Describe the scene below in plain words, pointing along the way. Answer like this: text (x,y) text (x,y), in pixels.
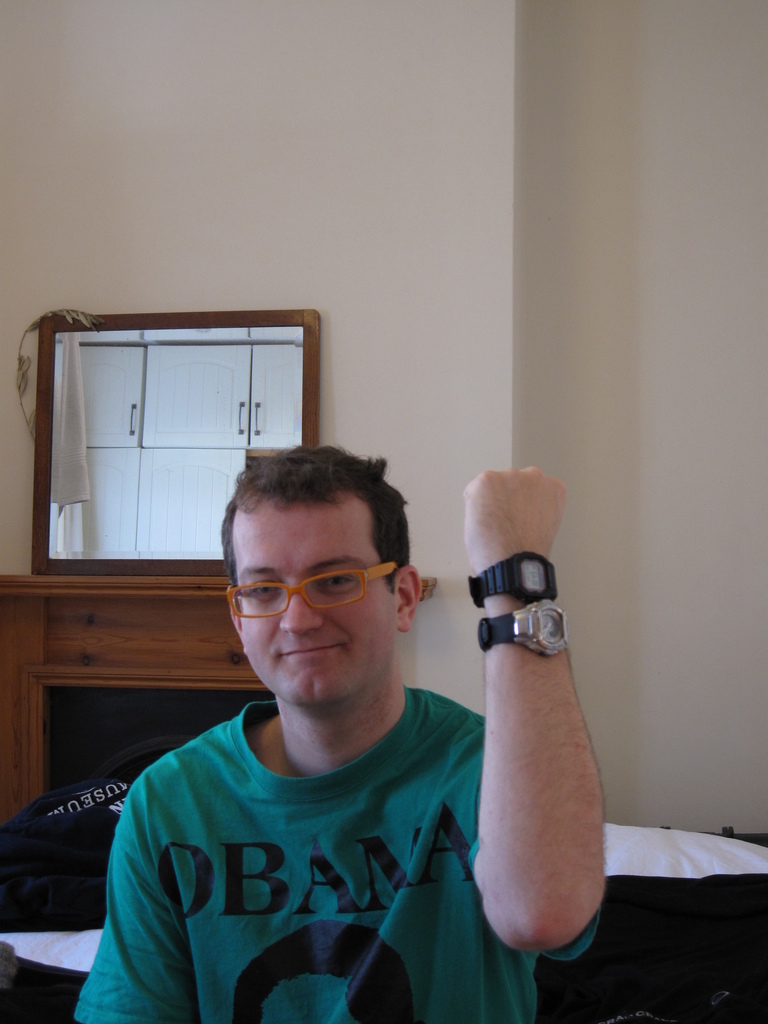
In this image there is a person (417,586) wearing spectacles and watches (478,589). Behind him there are objects (5,865) on the bed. Left side (177,626) there is a wooden furniture (133,639) having a mirror (169,349). Background (28,117) there is a wall (375,275).
